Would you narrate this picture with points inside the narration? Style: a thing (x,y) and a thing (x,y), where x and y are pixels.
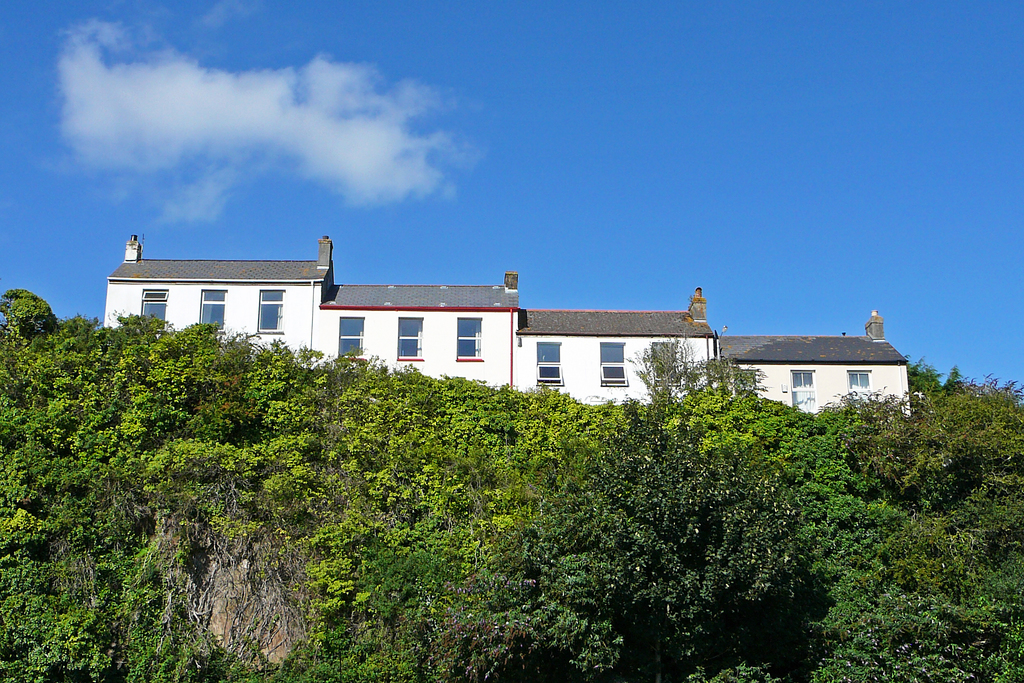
In this image we can see a building (335,327) with group of windows (215,309) and roof (365,297). In the foreground (318,509) we can see a group of trees (569,481). In the background (570,246), we can see the cloudy sky (385,154).
